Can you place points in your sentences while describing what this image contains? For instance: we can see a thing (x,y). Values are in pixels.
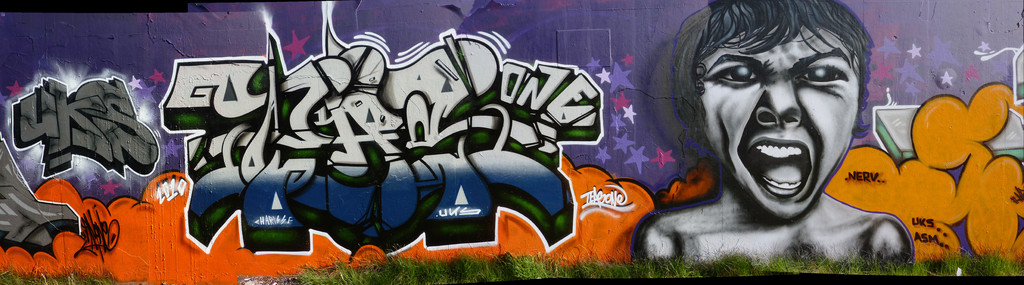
In this picture, we can see a painting (632,190) on the wall (655,204). On the right side of the painting (822,159), we can see a person's image (800,84). On the left side of the painting (258,180), we can see some text (512,112) written on the image. At the bottom (610,265), we can see a grass (842,263).
